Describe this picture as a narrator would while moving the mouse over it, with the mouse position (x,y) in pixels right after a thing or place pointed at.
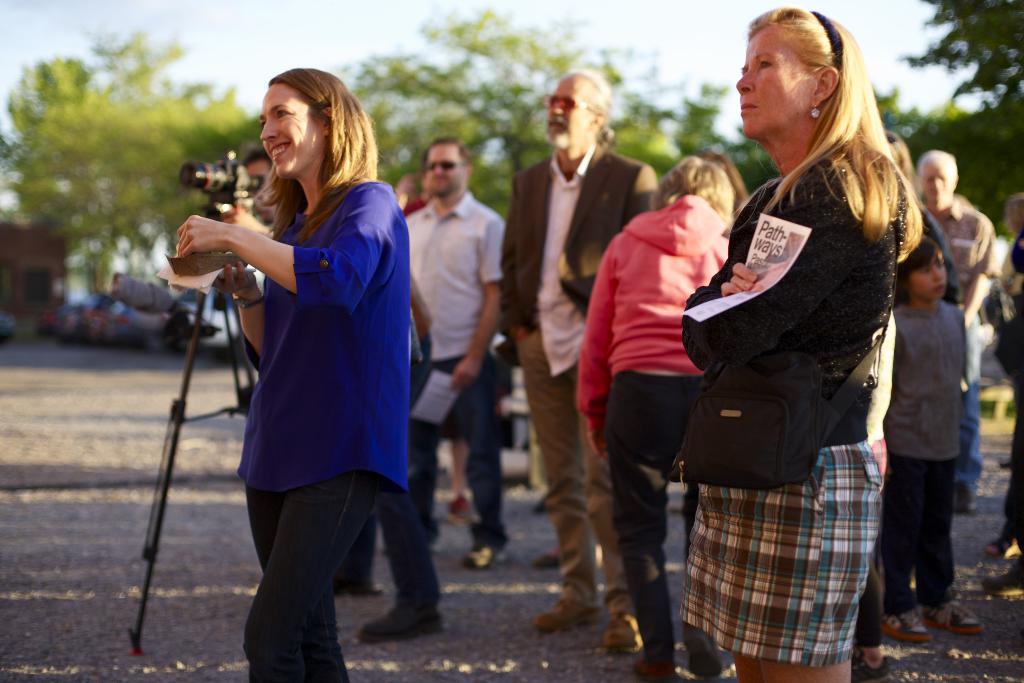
In this image we can see one building (40,279) on the left side of the image (45,293), some people (402,261) standing on the road (504,499), some people (317,476) walking, some people (243,305) holding objects (204,253), one object (165,296) near the camera (251,198), one camera (251,198) with stand (154,555) on the road (202,598), one green object (1003,397) on the right side of the image (1001,156), some cars (144,312) near the building (38,312), some trees (85,286) and grass (38,327) on the ground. At the top (978,98) there is the sky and the background (1014,84) is blurred.
